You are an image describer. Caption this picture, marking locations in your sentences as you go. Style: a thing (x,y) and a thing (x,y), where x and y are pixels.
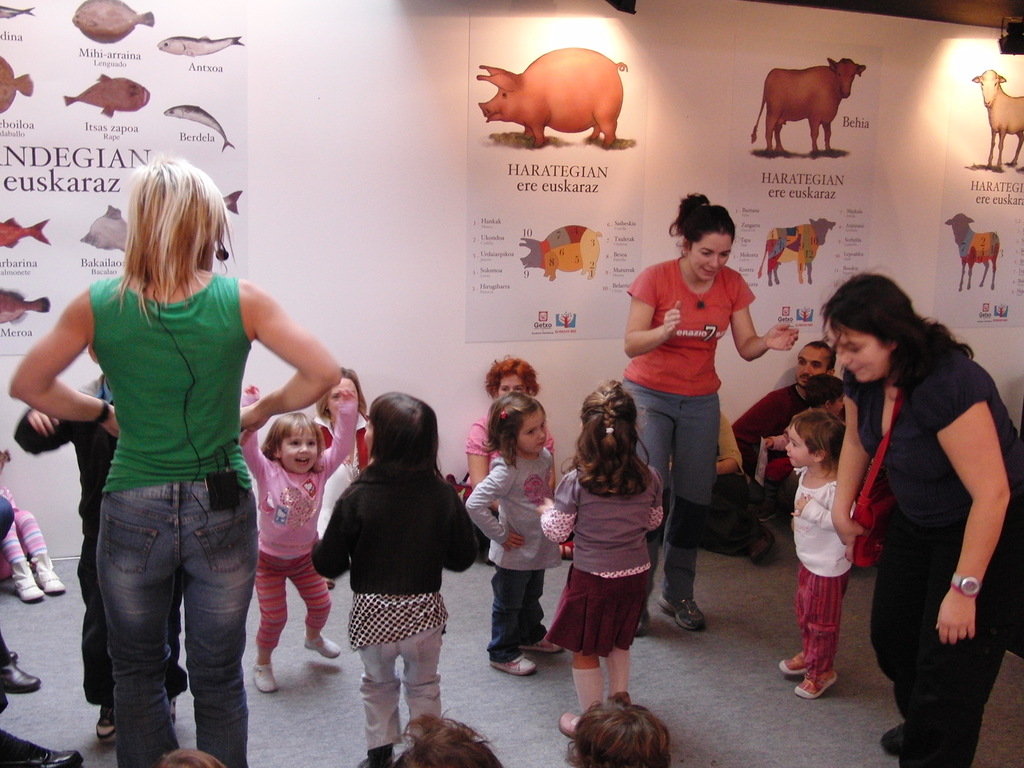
In this image I can see the group of people (511,615) with different color dresses (620,565). In the background (390,344) I can see many posters (476,244) to the white color wall (372,219). On the posters (97,196) I can see many animals (110,101) and something is written.
